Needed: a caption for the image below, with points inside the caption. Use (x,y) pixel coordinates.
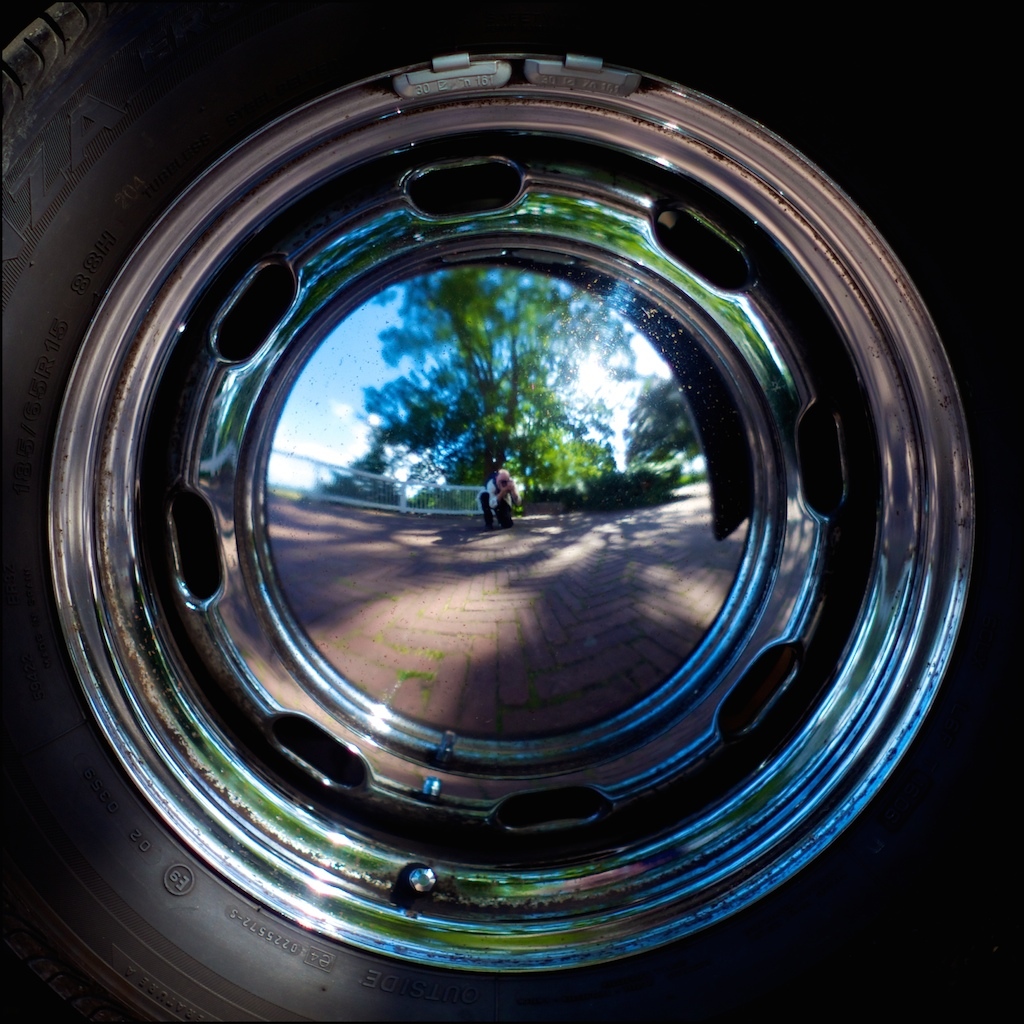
The picture consists of a tyre (94,909). In the center of the picture (515,483) it is rim (686,120) of a tyre (806,909). In the rim (577,462) we can see the reflection (479,498) of trees (513,404), railing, footpath (533,578) and the person (502,489), it is sunny.
